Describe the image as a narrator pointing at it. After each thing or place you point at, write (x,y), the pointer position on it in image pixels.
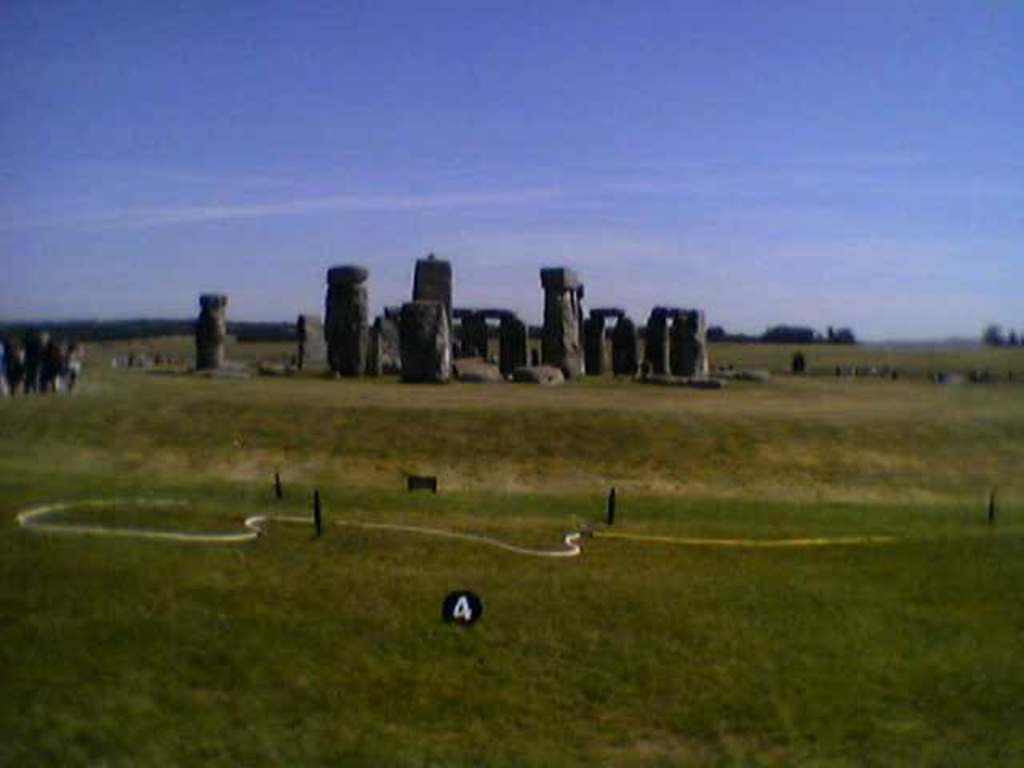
In the center of the image (540,375) there are stone structures (421,334). In the background of the image (12,162) there is sky (805,307). At the bottom of the image (421,651) there is grass (217,646). To the left side of the image (2,353) there are people (22,356).
